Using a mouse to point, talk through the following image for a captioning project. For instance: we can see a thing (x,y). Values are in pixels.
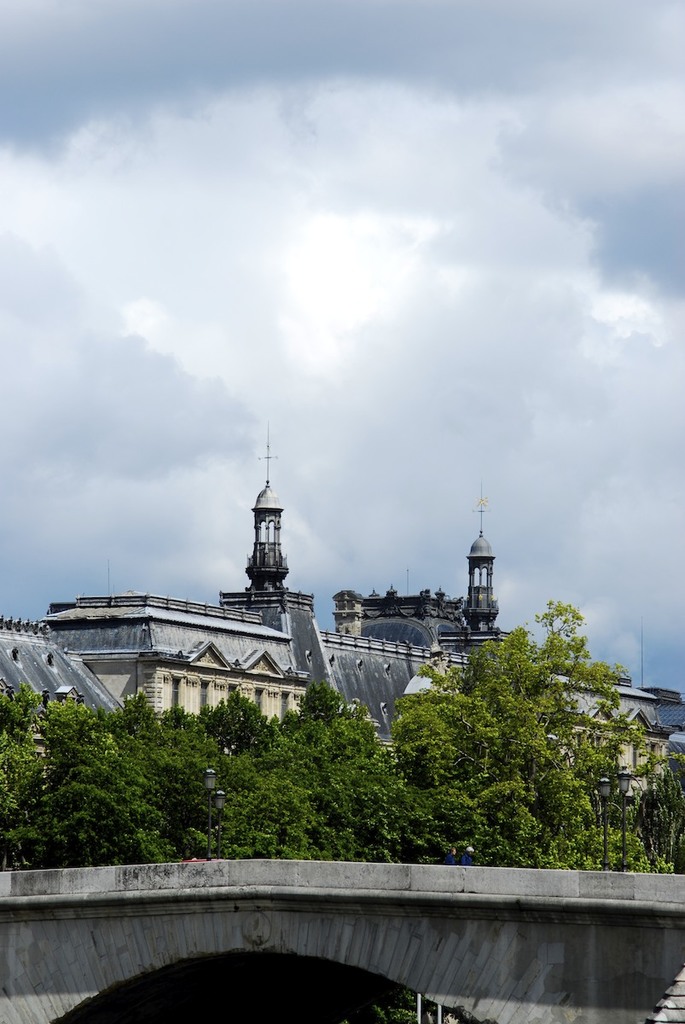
In this image I can see number of trees (633,842) and number of lights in the front (643,829). In the background (368,703) I can see number of buildings (38,738), clouds (265,438) and the sky (61,507).
